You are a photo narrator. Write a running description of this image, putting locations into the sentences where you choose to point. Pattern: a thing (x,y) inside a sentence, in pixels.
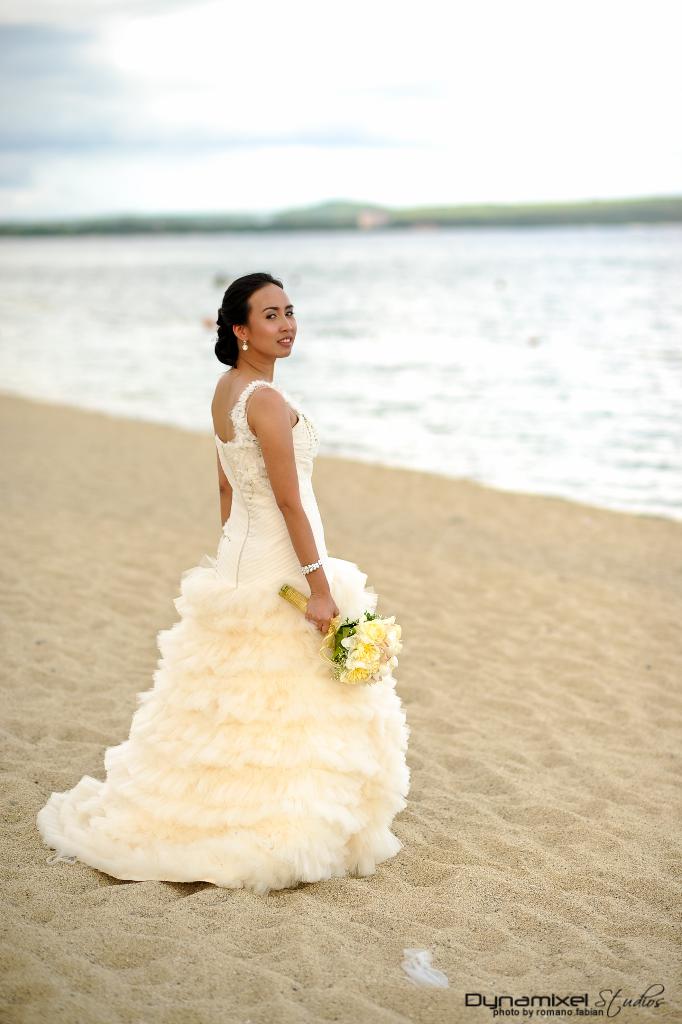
In this image we can see a woman (241,564) is standing, she is wearing the white dress (289,702), and holding the bouquet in the hands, in front there is water (546,368), at above here is the sky (53,81).
